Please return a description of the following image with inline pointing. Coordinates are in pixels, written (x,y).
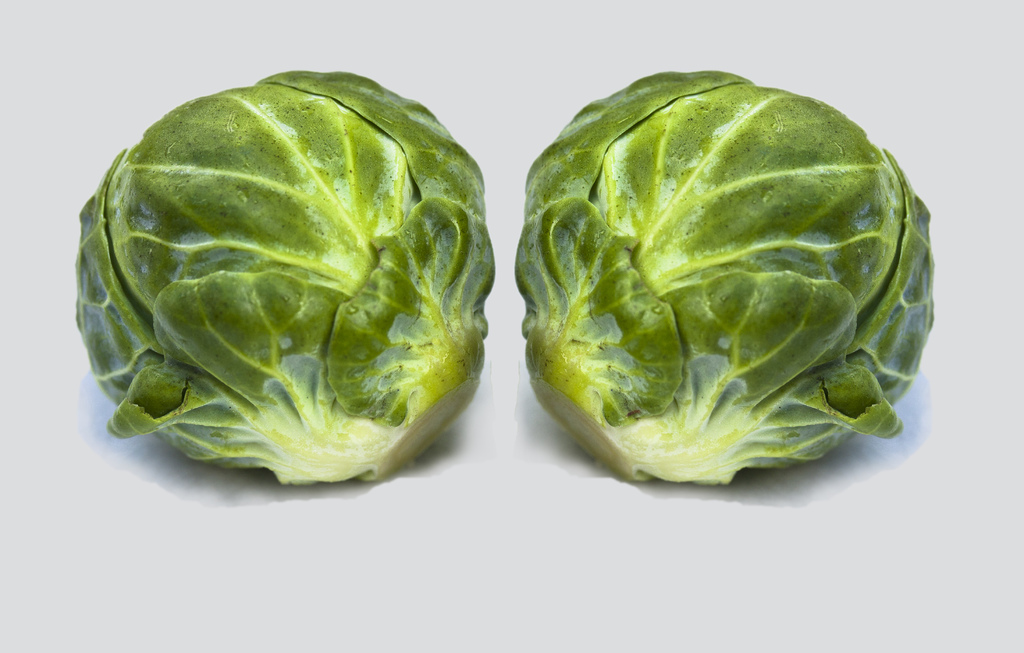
The picture consists of two cabbage (453,253) on white surface (479,513).
